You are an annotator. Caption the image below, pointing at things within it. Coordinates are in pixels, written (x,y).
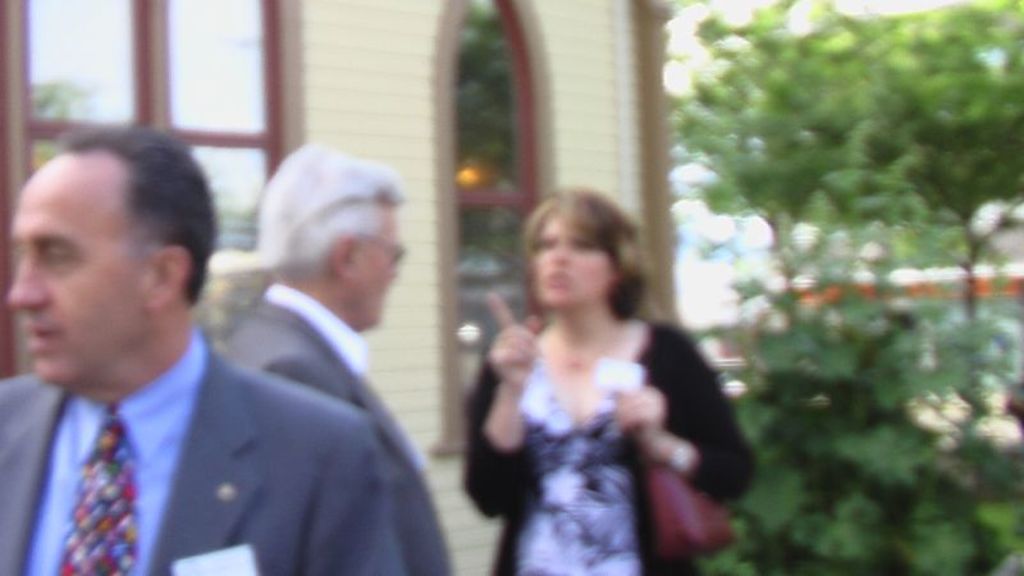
The picture is blurred. on the left (146,486) there is a person (104,423). In the center of the picture (557,354) there is a woman (595,336) and a man (359,375) standing. On the right (856,280) there are trees (861,239). Towards left (197,65) there are building (424,68), door (463,158) and window (149,67).
